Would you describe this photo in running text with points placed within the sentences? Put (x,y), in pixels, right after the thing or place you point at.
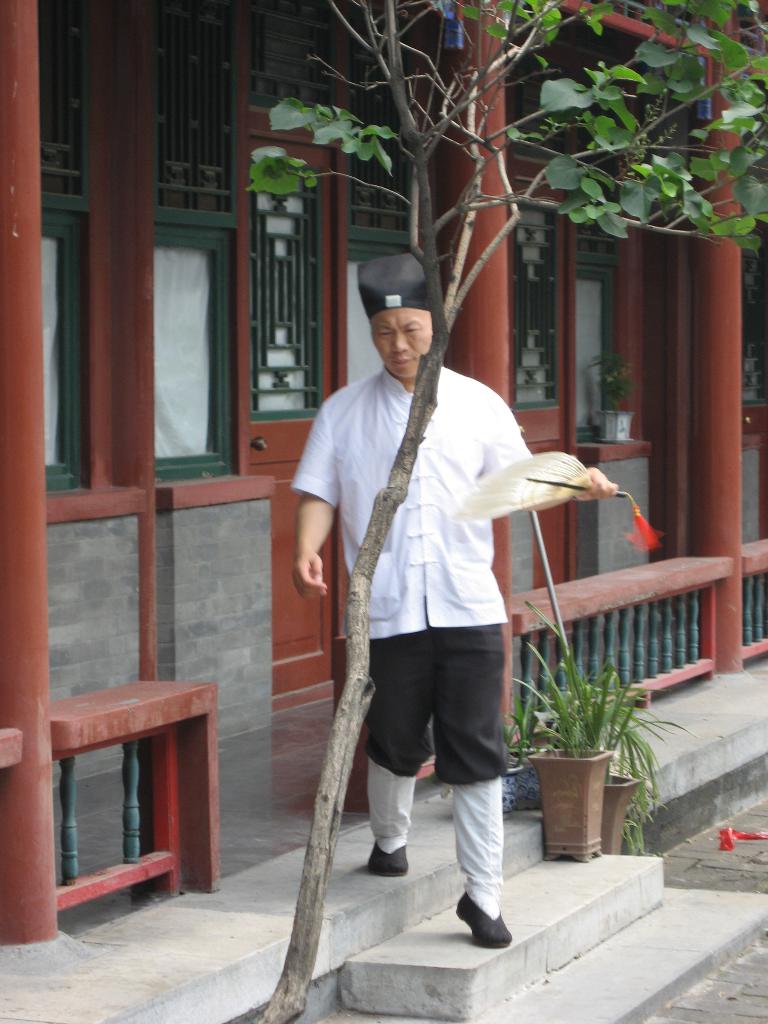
in this image we can see a building (336,639) and a person (387,657) walking, he holds some object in his hands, there are some flower pots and a tree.
